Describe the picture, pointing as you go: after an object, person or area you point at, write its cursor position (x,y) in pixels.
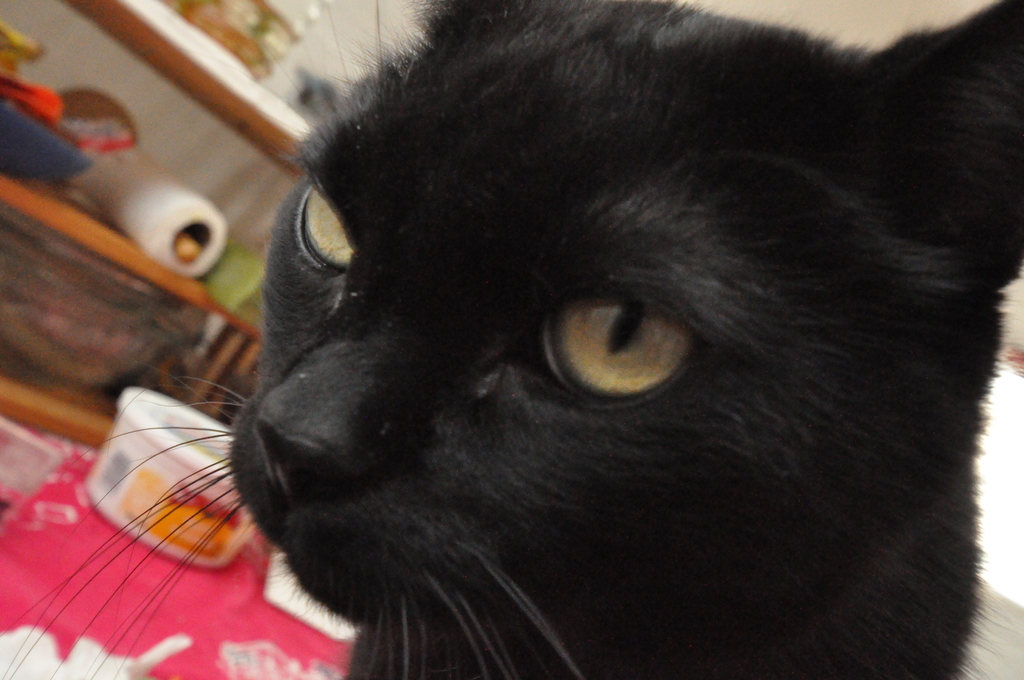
This image consists of a black cat (695,382) on the front (520,332). On the left side (145,303) there are shelves (61,195) and so many things (145,223) are on that shelf (267,121).
